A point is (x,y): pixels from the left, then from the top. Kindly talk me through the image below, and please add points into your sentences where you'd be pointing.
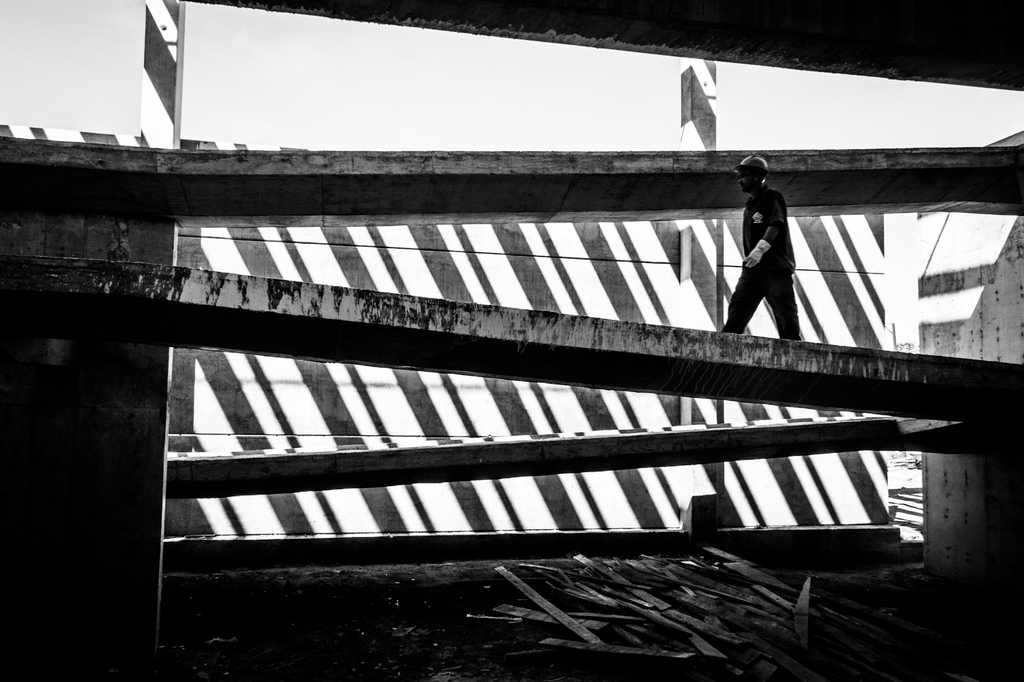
In this picture we can observe a man (750,253) wearing a helmet (752,164) and a white color gloves (754,249), walking on this platform (437,329). We can observe some wooden sticks (630,609) on the floor (428,586). There is a wall (510,262) here. In the background (259,87) there is a sky (456,90).
